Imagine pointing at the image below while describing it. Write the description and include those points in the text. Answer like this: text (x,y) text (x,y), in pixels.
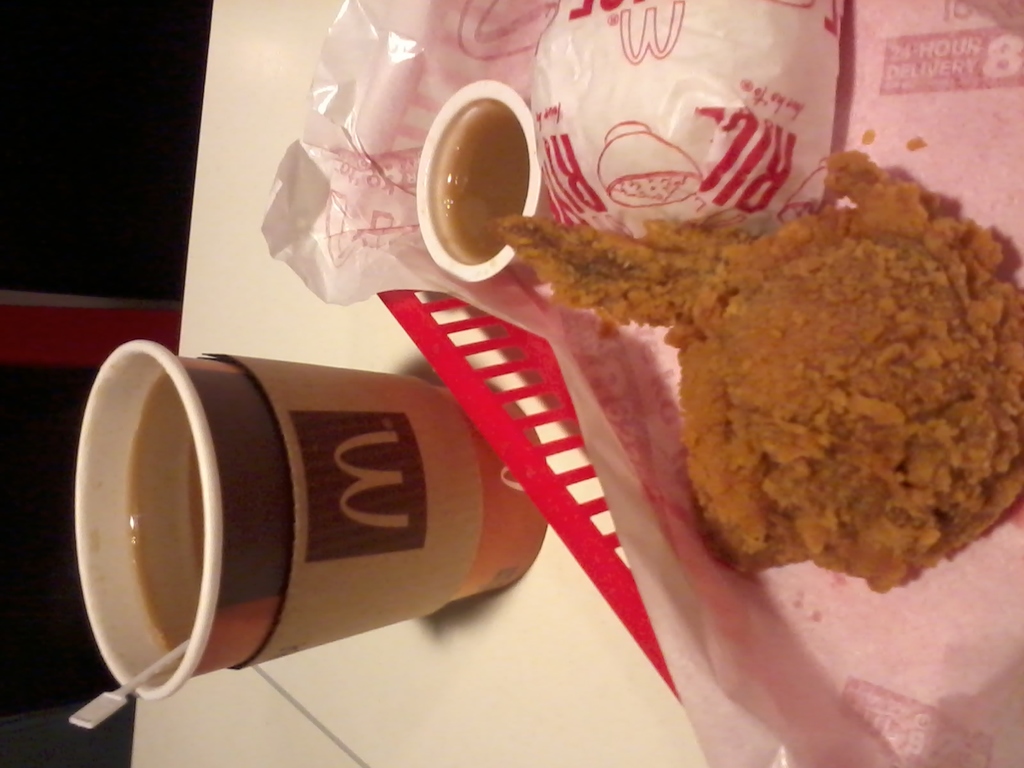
This image consists of chicken (725,290) and coffee cups (294,523). At the bottom (543,715), there is a table (423,661) in white color.
